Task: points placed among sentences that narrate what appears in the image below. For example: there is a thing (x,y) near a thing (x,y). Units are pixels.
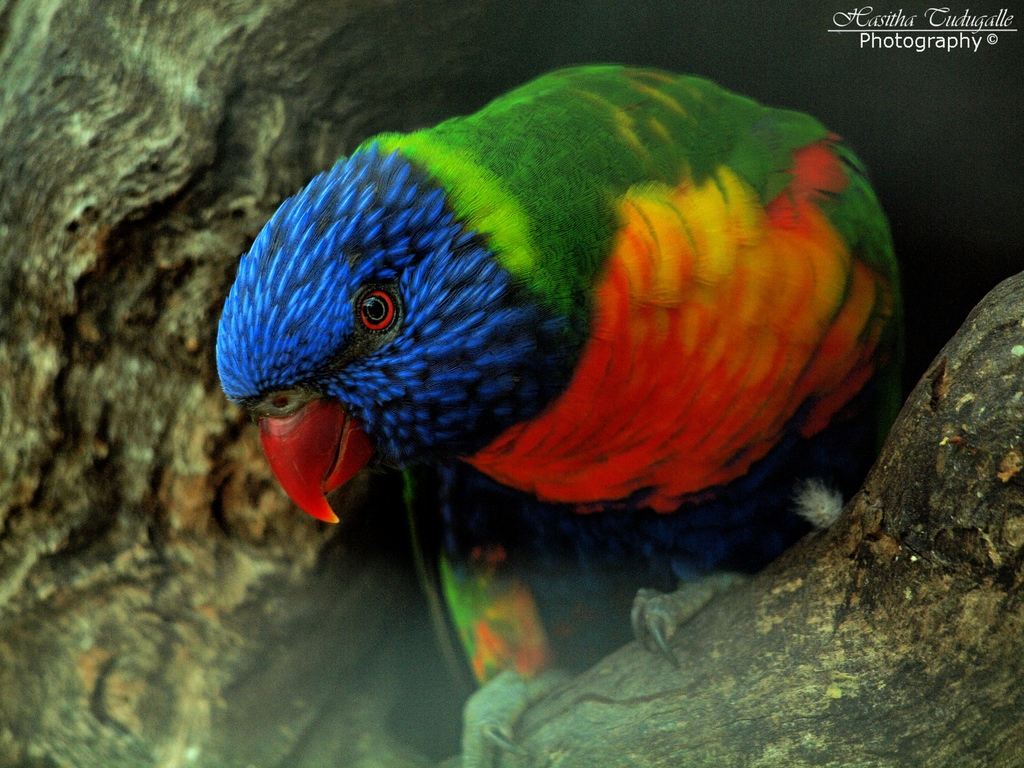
In this picture I can see a parrot (493,184) and a tree bark (783,615) and I can see text (952,48) at the top right corner of the picture (860,16).
